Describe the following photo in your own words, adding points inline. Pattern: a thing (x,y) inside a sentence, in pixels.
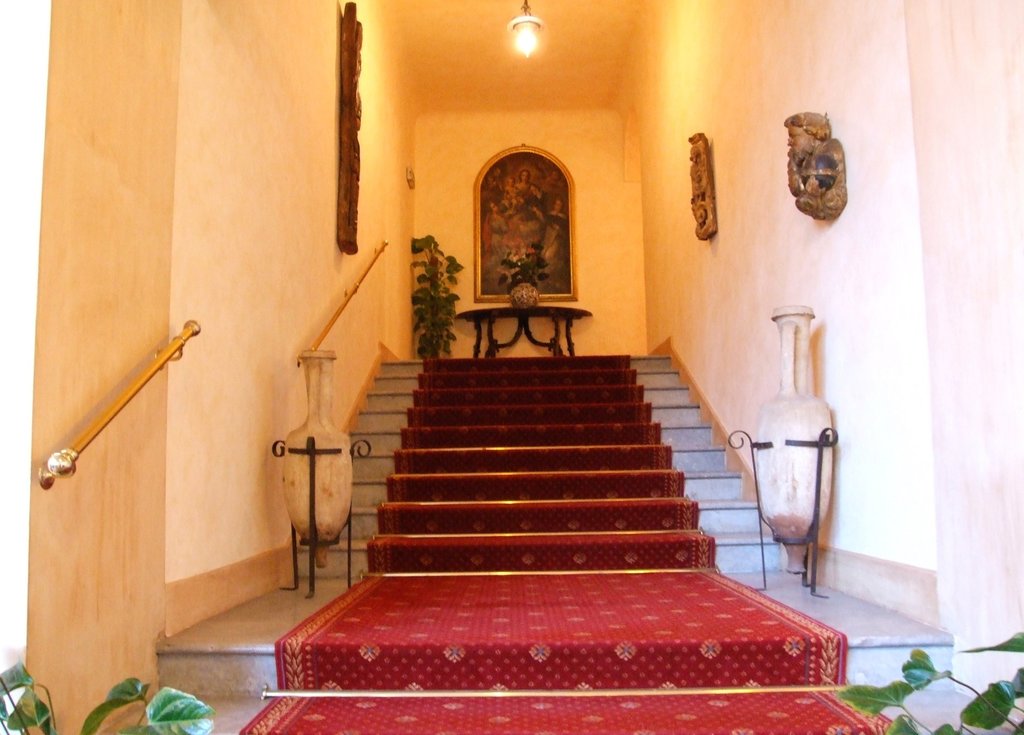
In this picture there is a red color carpet (508,652) on the steps (688,477). Behind there is a wooden table (492,336) on the top (536,168) we can see the photo frame (546,209). On the both the side there is a hanging sculpture (693,166) on the wall (762,382). On the bottom side (786,534) there are two white color marble pots (800,381).
